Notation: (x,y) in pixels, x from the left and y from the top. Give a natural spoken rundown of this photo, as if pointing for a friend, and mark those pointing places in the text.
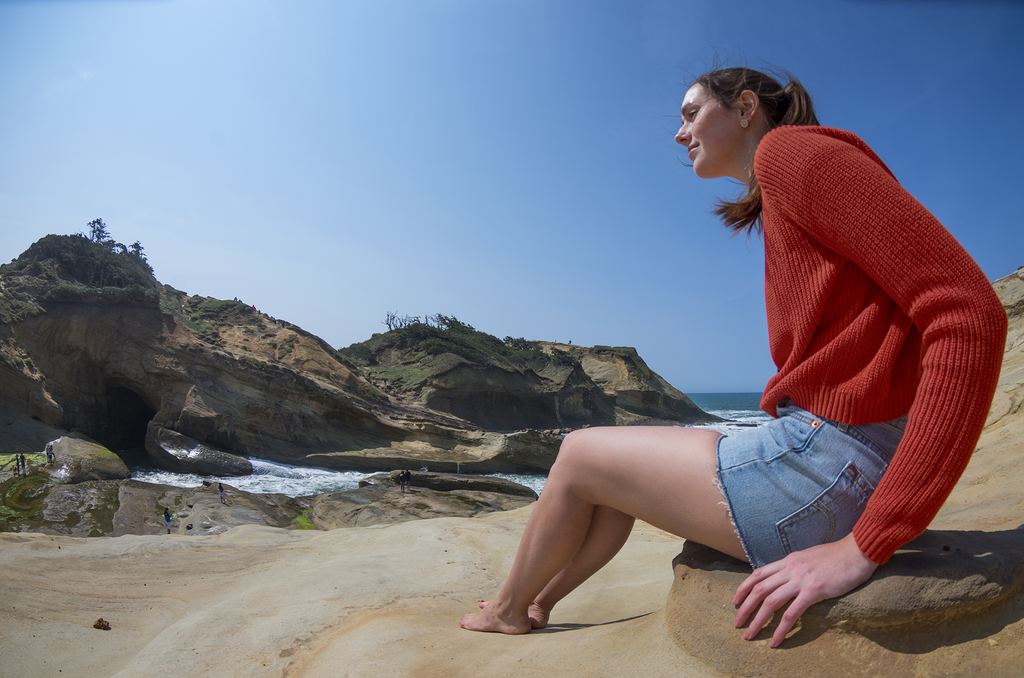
On the right (859,243) a girl (860,207) is sitting on a stone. In the background (338,467) there is water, rocks (259,394), plants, grass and the sky (387,274).
